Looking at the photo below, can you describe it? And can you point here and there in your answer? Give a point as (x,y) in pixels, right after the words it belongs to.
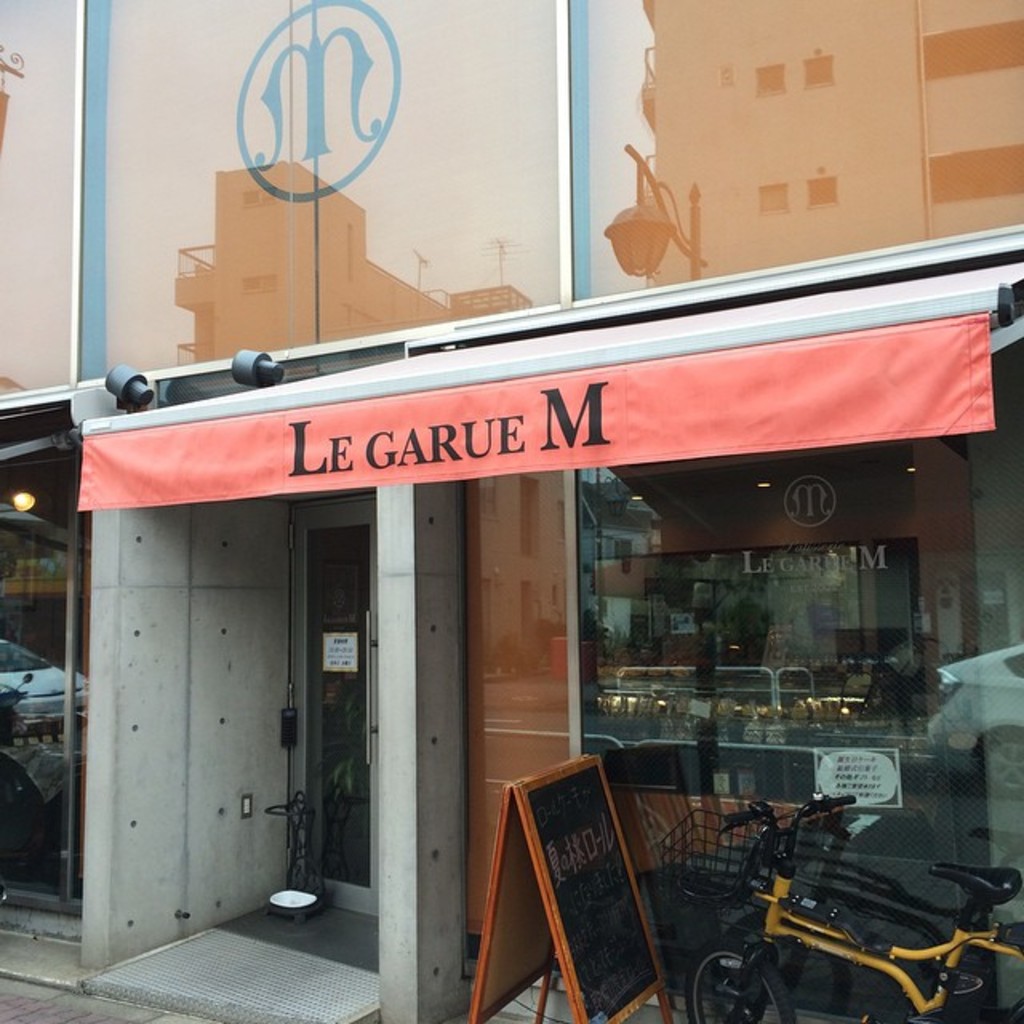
In this image there is a building (662,626) and we can see a store (335,694). At the bottom (516,959) there is a board (608,986) and a bicycle (766,993).
